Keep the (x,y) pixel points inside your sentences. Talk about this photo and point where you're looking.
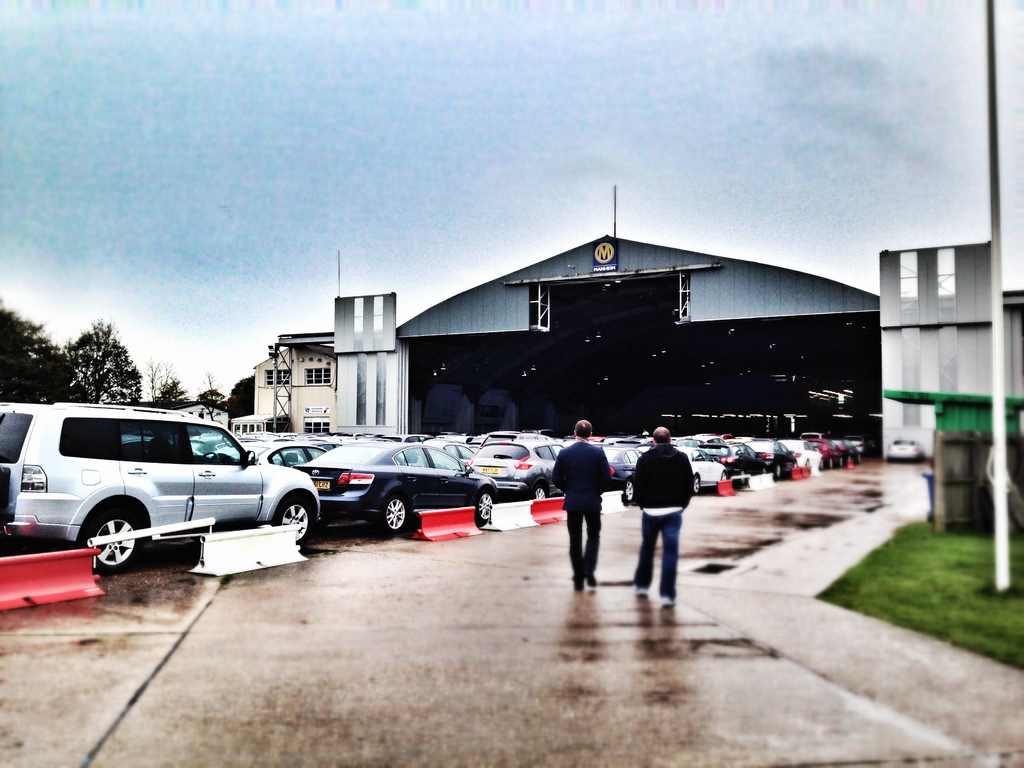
In the picture we can see a path (964,661) and near to it, we can see some grass surface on it, we can see a pole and on the other side of the path (312,661) we can see cars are parked and on the path (732,736) we can see two persons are walking and in the background (474,425), we can see a shed (422,425) and besides we can see some house buildings (305,388) with windows (318,379) and trees (152,392) and in the background (172,239) we can see a sky (792,223) with clouds (803,252).
